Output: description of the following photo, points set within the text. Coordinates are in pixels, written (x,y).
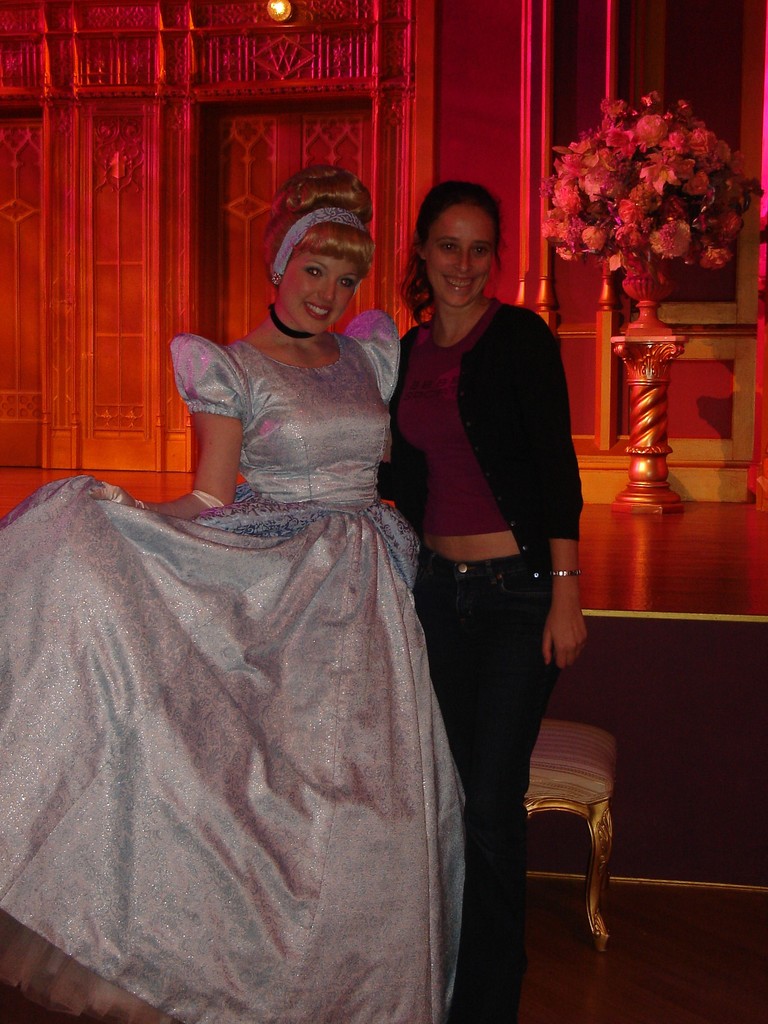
There are two women (276,497) standing and smiling. This looks like a flower vase (648,309) with the bunch of flowers (635,232) in it. I think this is the wall (201,263).
